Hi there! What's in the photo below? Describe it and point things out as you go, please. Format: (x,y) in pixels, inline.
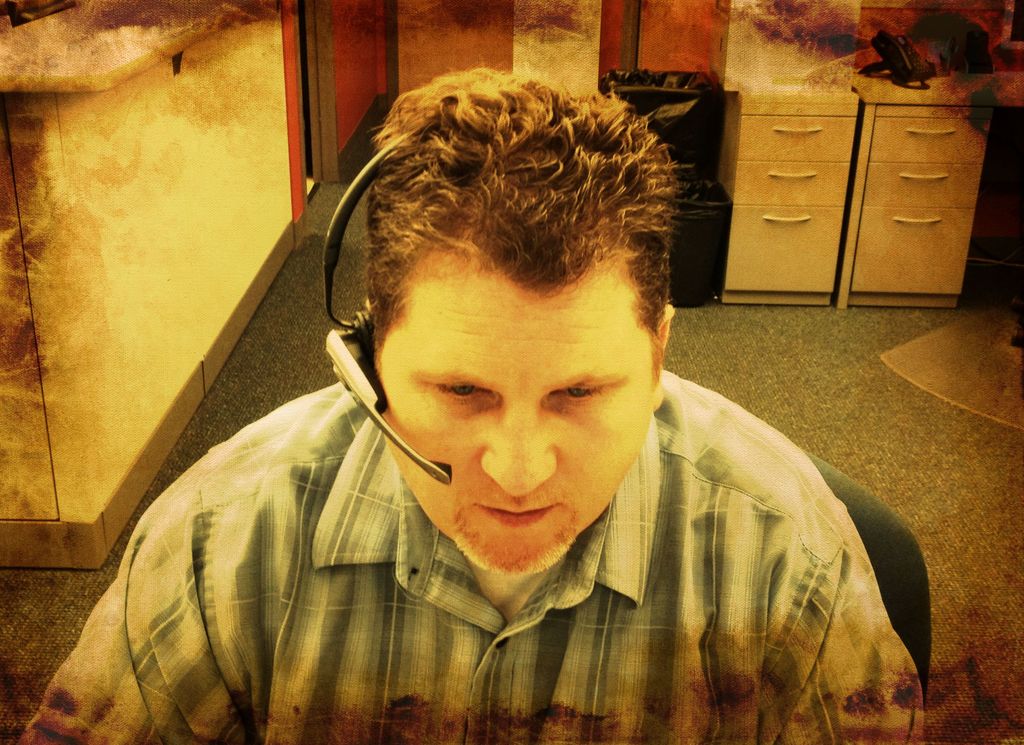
In this image I can see a person (386,623) sitting and the person (562,684) is wearing white and gray color shirt (285,551), background (895,241) I can see few cupboards (933,222) in white color and the wall (683,36) is in white and brown color.
